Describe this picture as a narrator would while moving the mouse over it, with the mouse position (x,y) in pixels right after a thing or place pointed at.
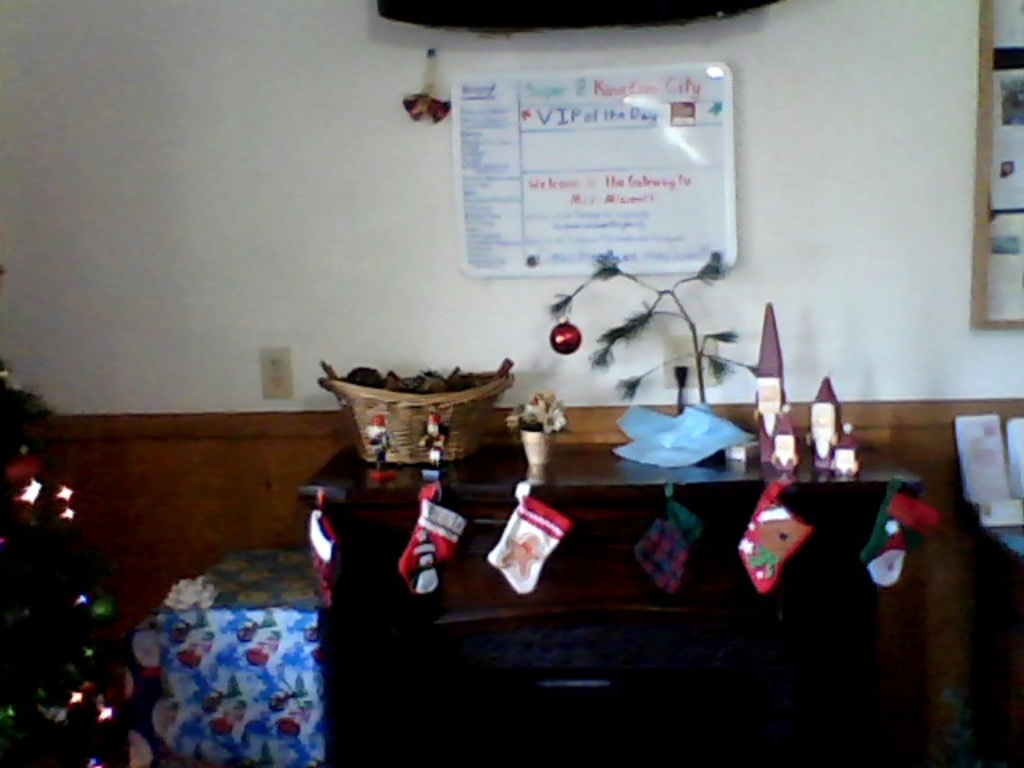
In this image i can see a banner (490,236) attached to the wall (600,311) and at the foreground of the image (463,581) there is a table (502,521) on which there are some objects (373,417).
